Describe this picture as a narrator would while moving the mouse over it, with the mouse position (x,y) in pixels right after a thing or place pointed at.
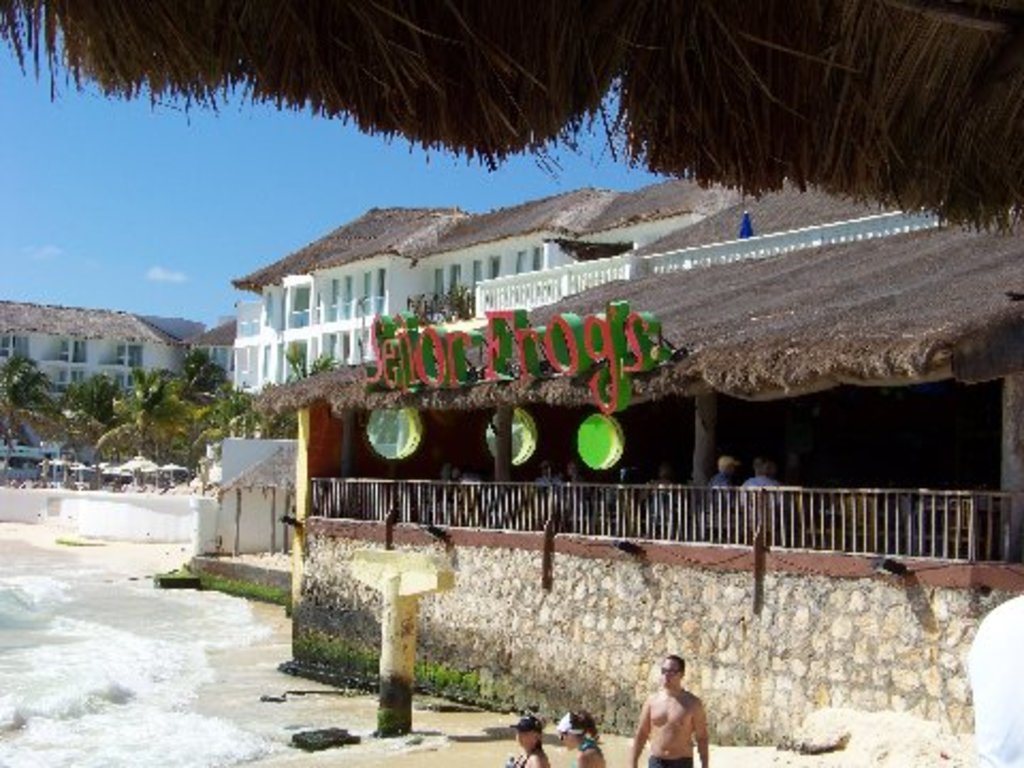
In this image we can see a few buildings (704,388) and some persons (565,721) sitting inside the building (655,521) and stands outside. To the left corner (68,630) we have a water (59,620) and in front of the building (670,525) we can see a few trees (192,433) over a clear sky (128,254).
